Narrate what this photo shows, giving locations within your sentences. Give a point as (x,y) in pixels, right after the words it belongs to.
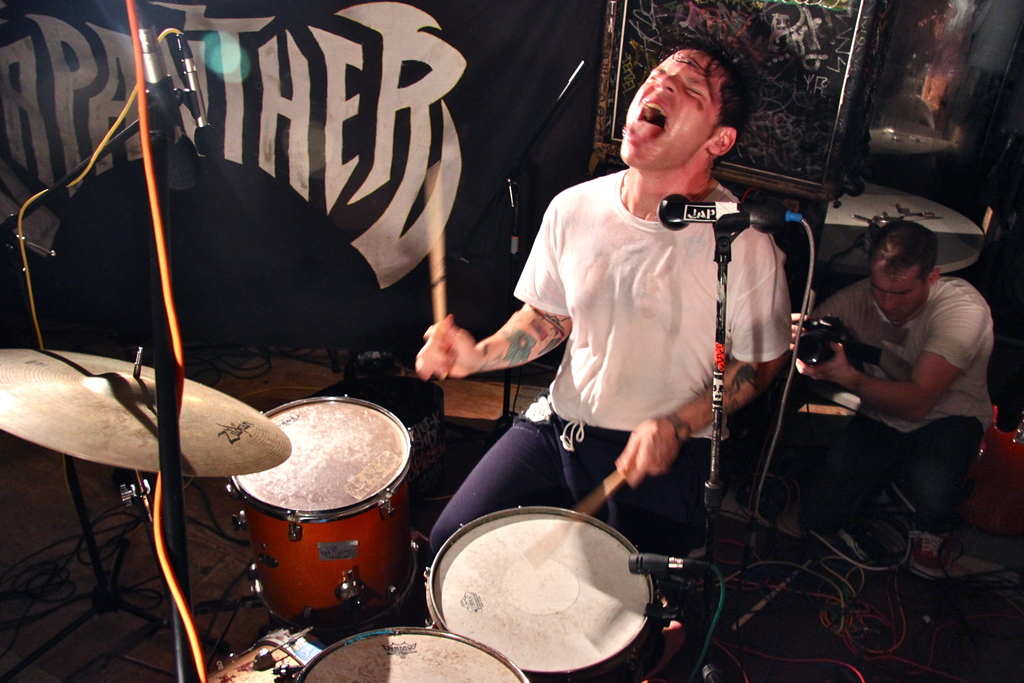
Here we can see a man (580,276) is sitting on the chair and holding a stick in his hands (445,357), and playing musical drums (442,560), and here is the microphone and stand (722,395), and here a person (861,416) is sitting on the ground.
